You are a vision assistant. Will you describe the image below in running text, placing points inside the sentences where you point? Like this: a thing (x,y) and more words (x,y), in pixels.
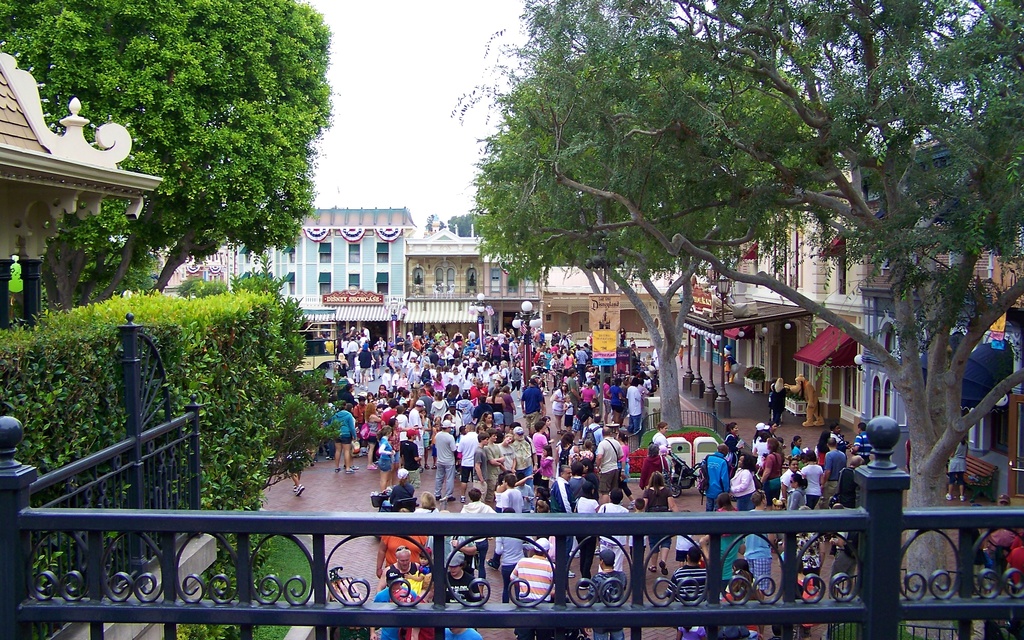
In the middle (433,405) a group of people (456,457) are there and on the back side (401,282) there are houses (416,290). These are the green color trees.
